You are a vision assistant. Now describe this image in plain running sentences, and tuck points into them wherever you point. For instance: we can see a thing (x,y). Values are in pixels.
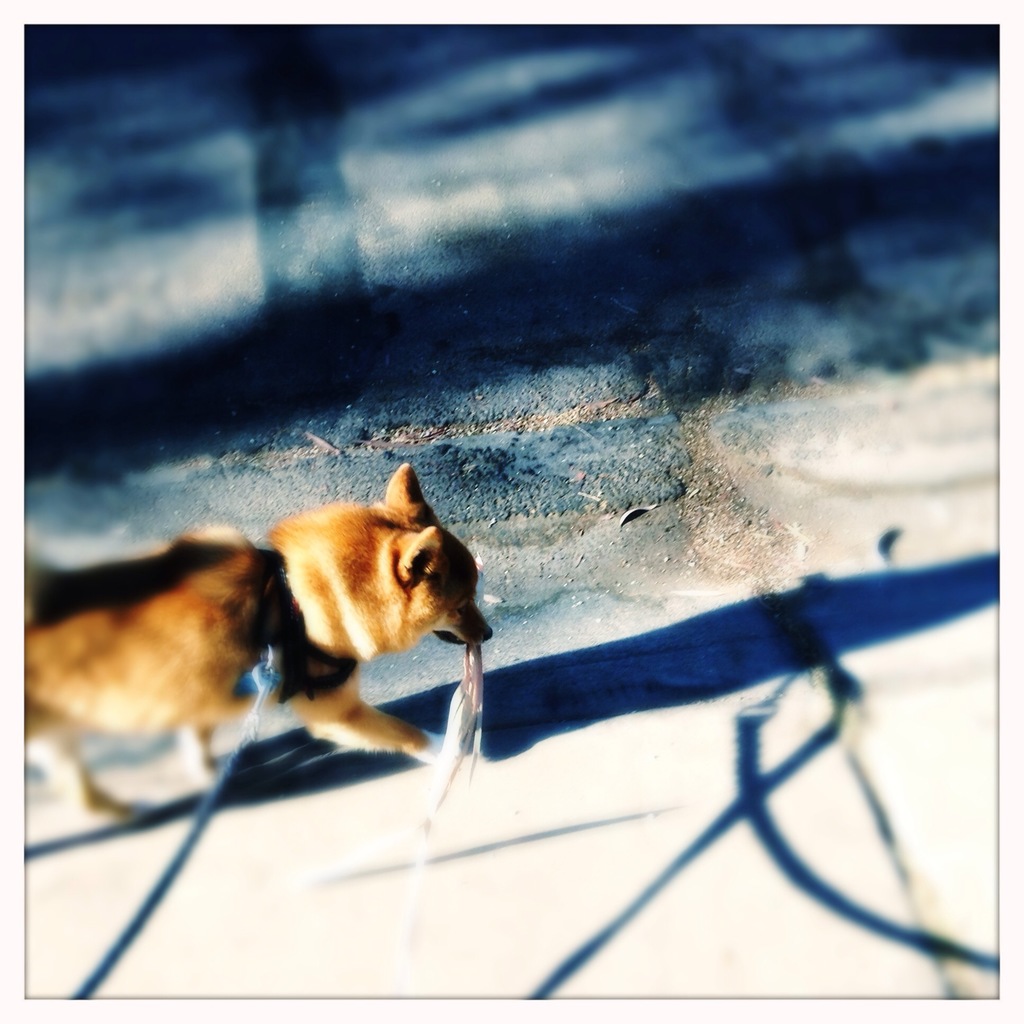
In this image there is a dog (408,622) on the road (492,826) and holding a cloth (463,763), there is a chain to the dog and some reflections (608,820) on the ground (637,822).
